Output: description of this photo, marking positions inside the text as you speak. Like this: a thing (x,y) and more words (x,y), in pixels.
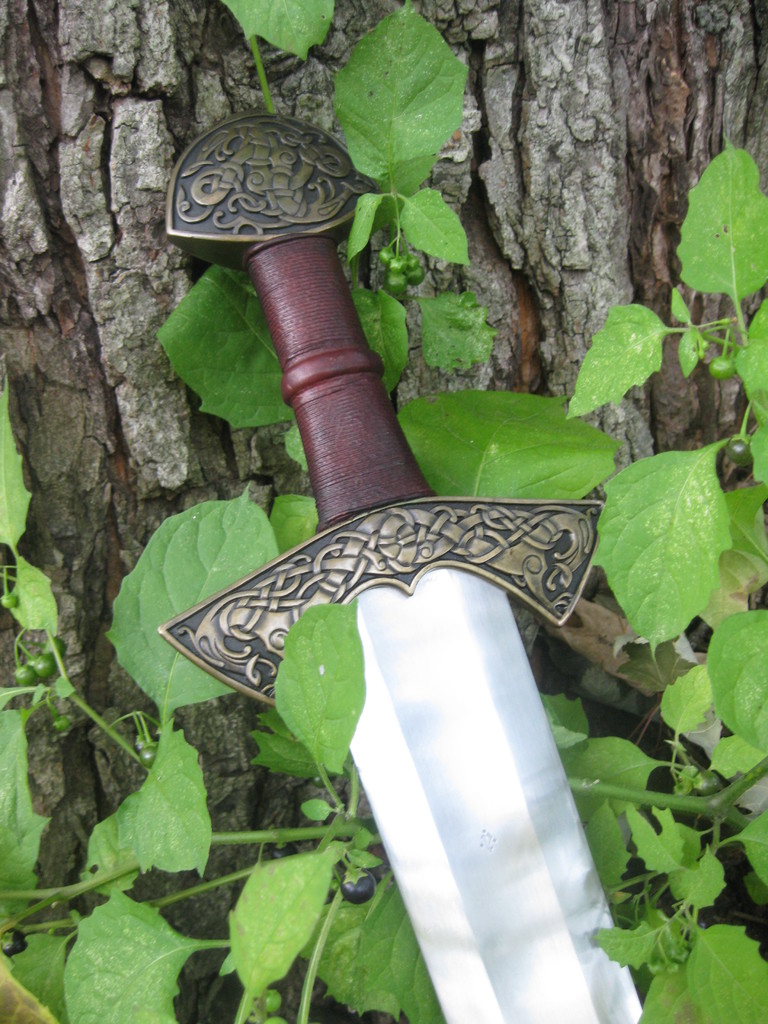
Here there is a sword (296,582), here there is a tree (562,301), these are plants (135,642).
